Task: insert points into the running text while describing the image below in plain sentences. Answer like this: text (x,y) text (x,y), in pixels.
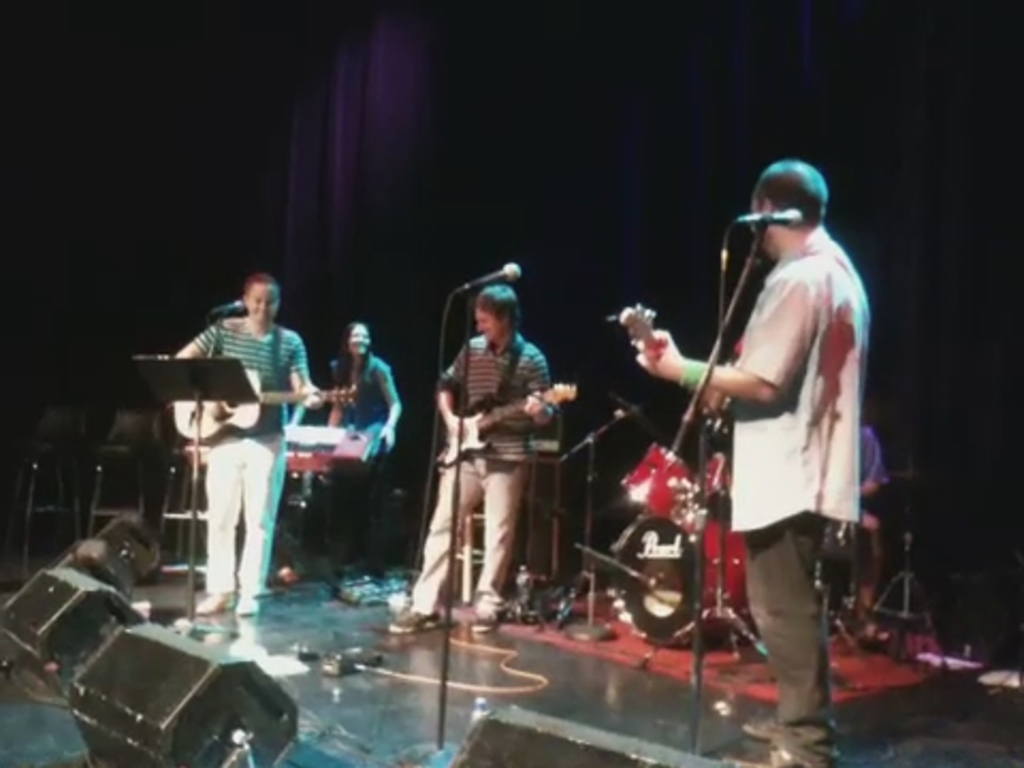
In the image there are few persons (490,467) standing on stage (954,653) and playing guitar (638,347) with a drum kit (630,481) and piano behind them and over the back (901,95) its dark.
